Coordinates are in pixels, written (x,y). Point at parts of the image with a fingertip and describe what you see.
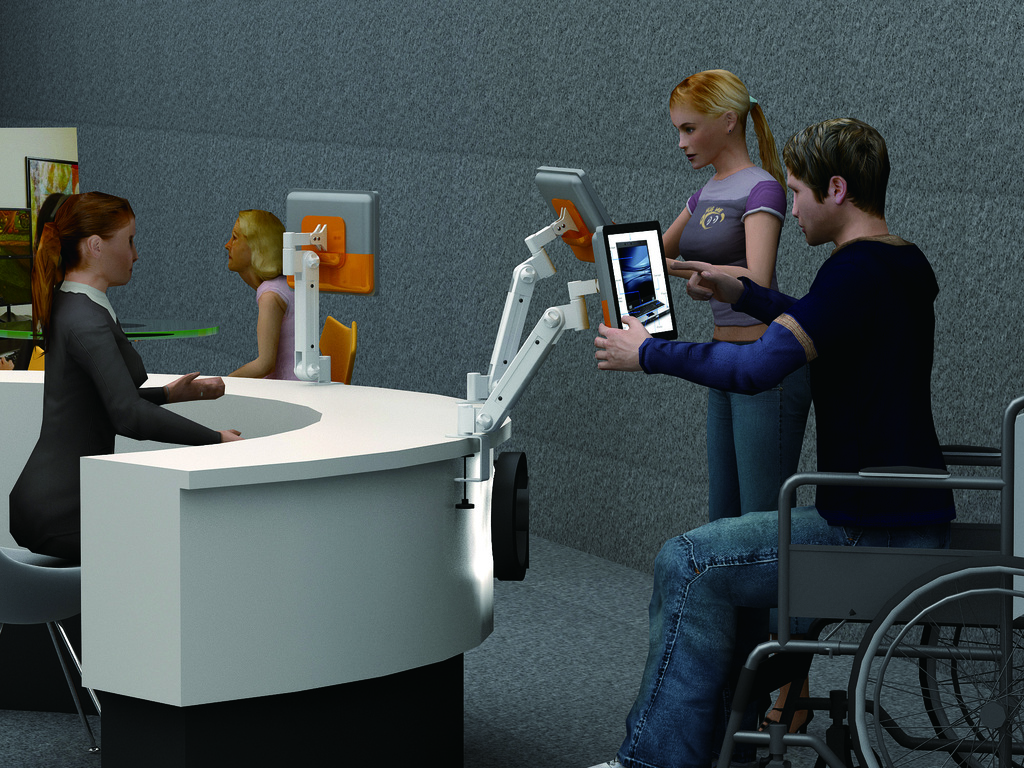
In the image we can see there are four persons (130,351) one, two, three and four. On the right side (813,300) there are two persons (801,308). The man (842,340) is sitting on wheel chair (866,474) and he is wearing black color shirt (863,358) and this women (729,242) is standing on floor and they both are looking at the monitors (583,260). On the left side (108,282) there are two women's (97,331) they both are sitting on chair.
